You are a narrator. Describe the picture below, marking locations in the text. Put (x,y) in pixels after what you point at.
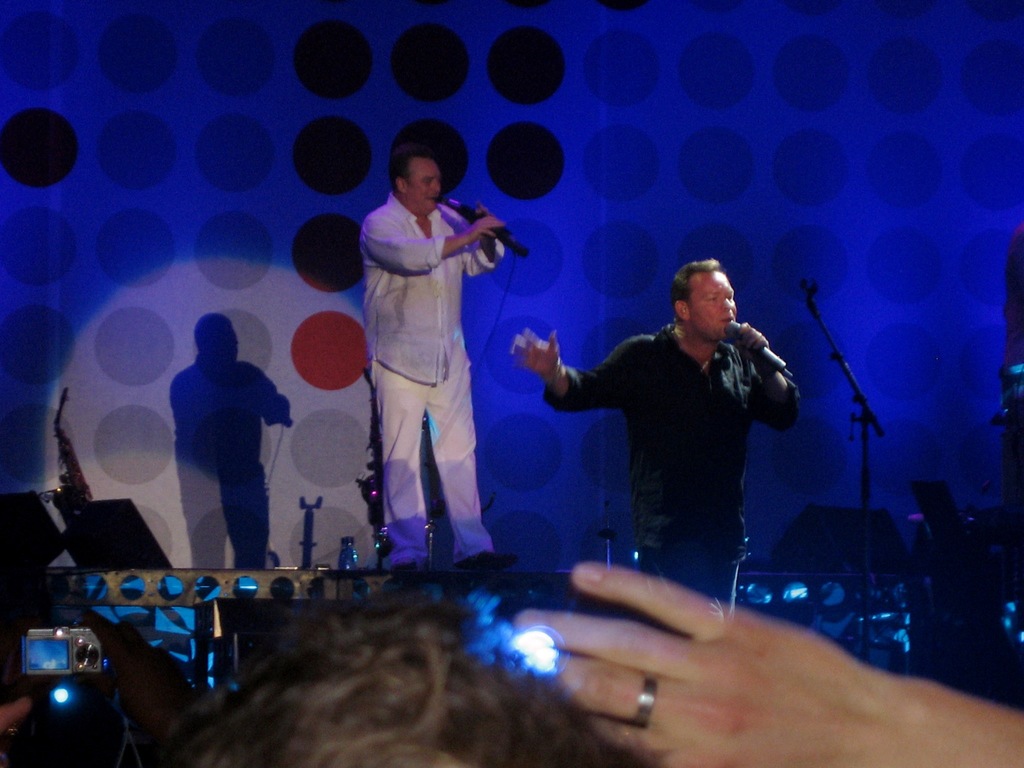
In this image, we can see two men (379,302) standing and holding the microphones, we can see the blue color light (182,174) and there is a shadow (209,389) of the man (403,274) on the wall (210,161).
